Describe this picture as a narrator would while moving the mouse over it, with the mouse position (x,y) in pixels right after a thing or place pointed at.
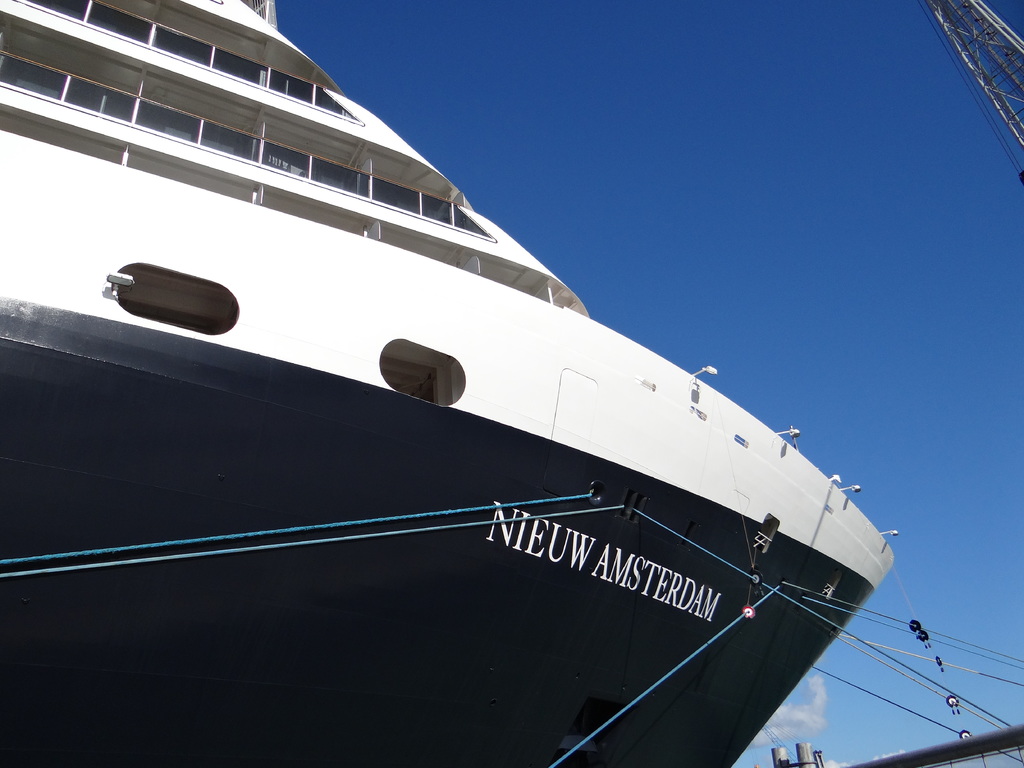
In front of the image there is a cruise ship (311,369) with glass windows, lamps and cables (970,670), at the top right of the image (1006,64) there is a metal tower (986,80), behind the ship (220,766) there are two columns (777,755) and a metal rod (896,765), in the sky (841,708) there are clouds (813,716).
